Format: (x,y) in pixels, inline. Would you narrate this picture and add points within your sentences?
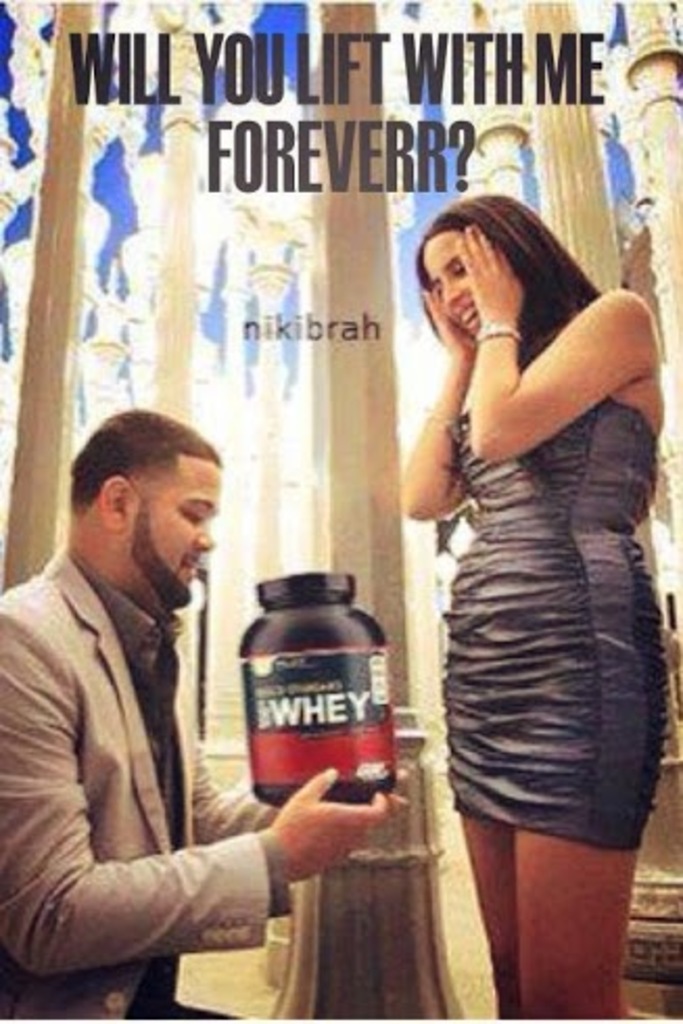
In this image I can see a person (101,805) wearing grey colored jacket (80,799) and black shirt (156,667) is holding a black colored object (304,770) in his hand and a woman (563,618) wearing black colored dress (587,685) is standing in front of him. In the background (378,520) I can see the sky (304,15) and few pillars (48,169) which are cream in color.
